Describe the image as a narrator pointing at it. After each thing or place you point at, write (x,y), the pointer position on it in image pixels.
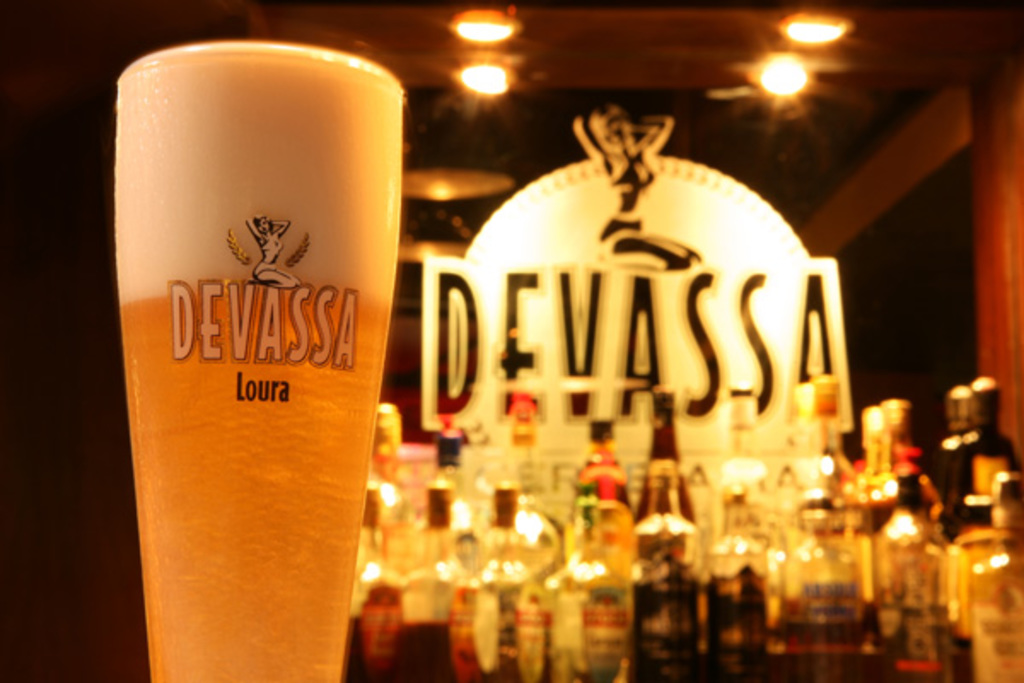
In this image we can see a glass of beer (365,143) which is on the left side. In the background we can see a few wine bottles (673,440). This is a roof (426,52) with lighting arrangement (467,24).
